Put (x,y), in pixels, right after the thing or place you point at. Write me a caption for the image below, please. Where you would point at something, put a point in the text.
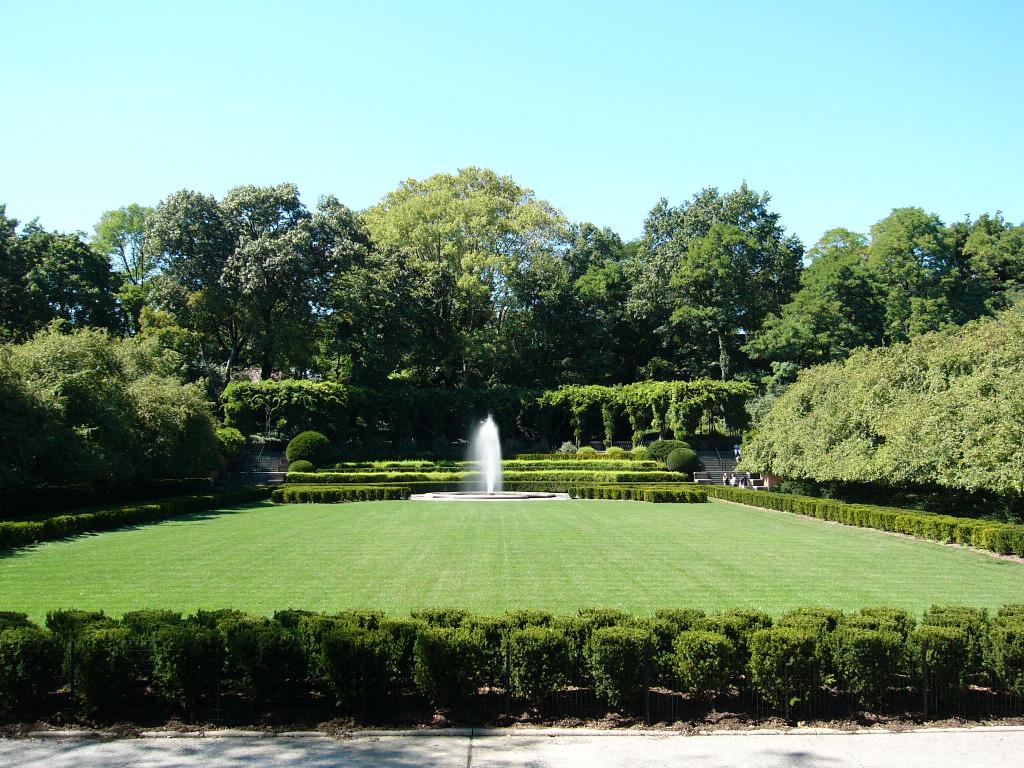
In this image we can see sky (203,107), trees (568,274), bushes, creepers (591,404), fountain (496,453), ground (535,533) and person (734,447) standing on the ground (682,560).
